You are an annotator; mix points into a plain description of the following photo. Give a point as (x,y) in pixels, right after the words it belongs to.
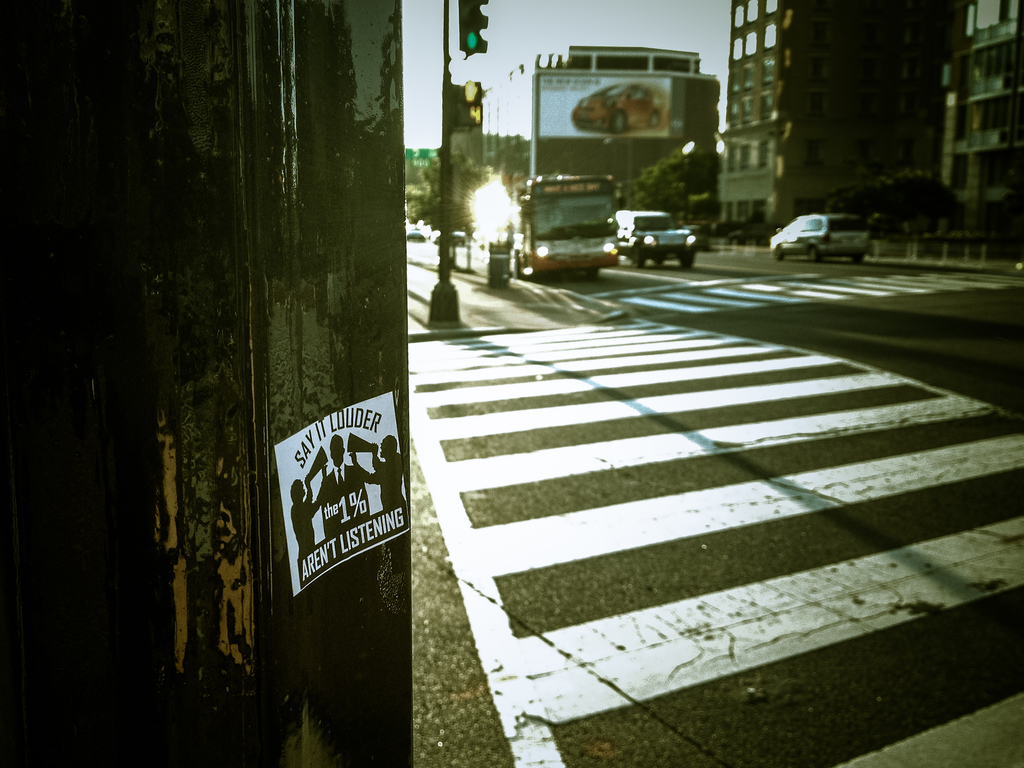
In this image I can see few vehicles (864,252) on the road (912,338), a traffic signal (461,114). Background (909,142) I can see few buildings (755,123), and I can see sky (539,41) in white color.
